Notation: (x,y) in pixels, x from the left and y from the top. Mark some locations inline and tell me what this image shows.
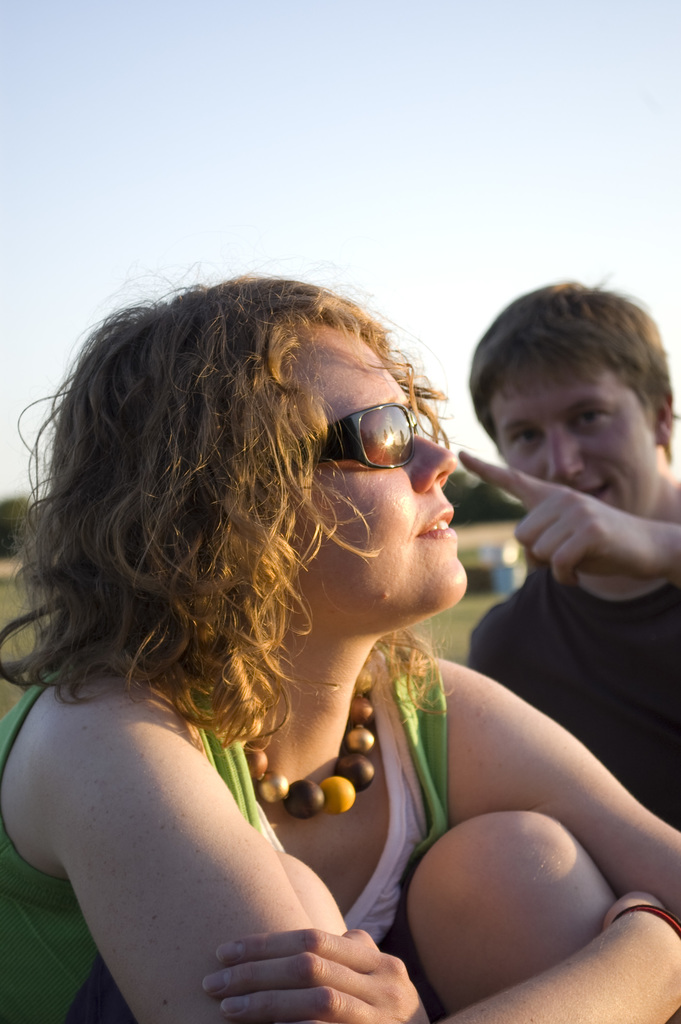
In this image there are two people (383,641). There is grass (12,658). There are trees (10,527) in the background (1,527).
